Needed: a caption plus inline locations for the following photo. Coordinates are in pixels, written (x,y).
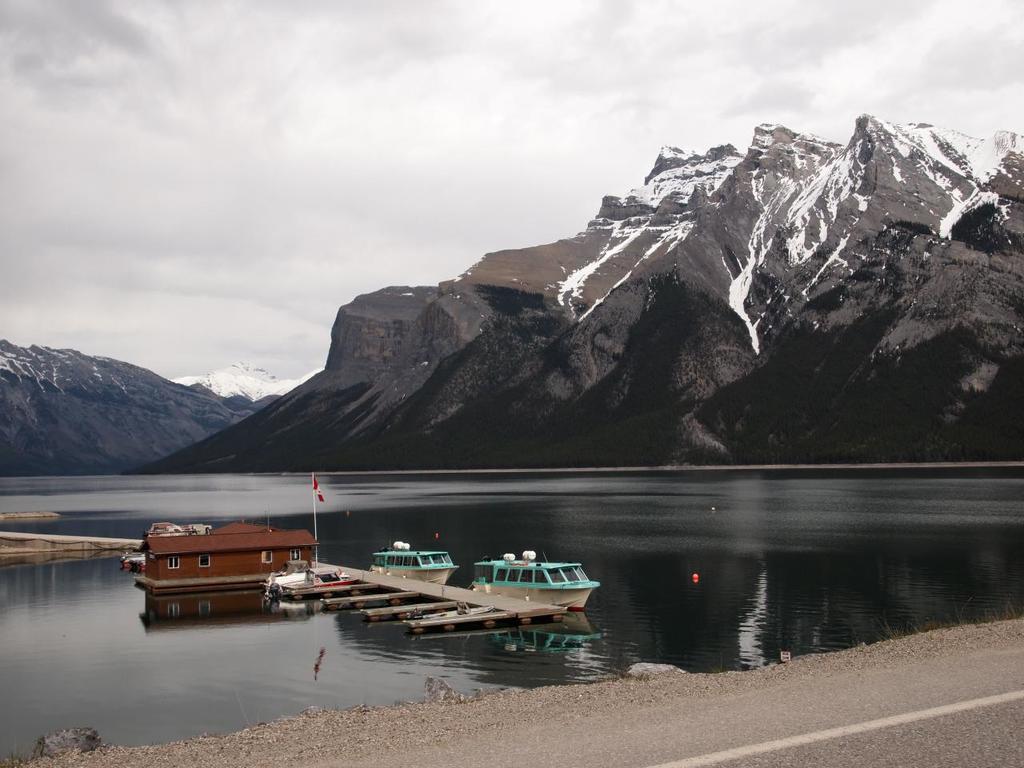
In this image we can see water (157,605). There is a deck (288,591). Near to the deck (308,593) there is a building (243,555) with windows (269,555) and flag (314,488). There are boats (497,564) on the water (557,550). In the back (406,389) there are mountains (278,394) with snow (802,207). Also there is sky (259,141) with clouds (259,141).
